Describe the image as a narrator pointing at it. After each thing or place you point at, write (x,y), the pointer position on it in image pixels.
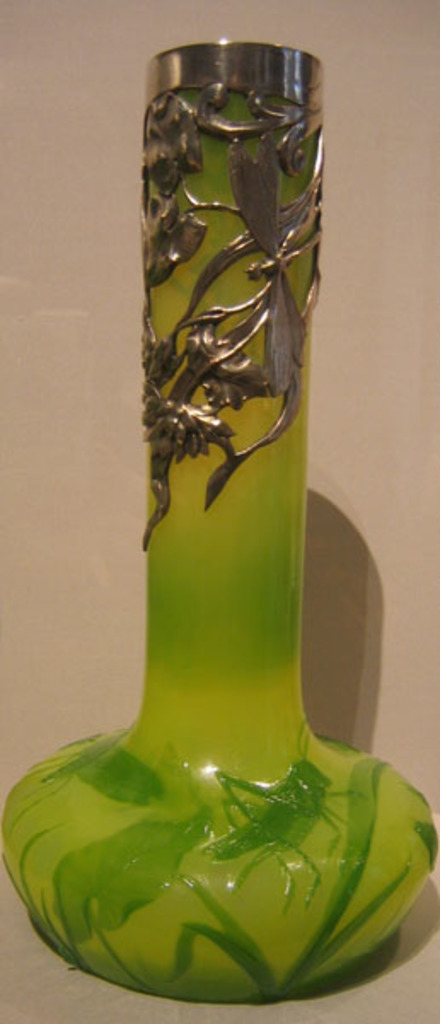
In this picture we can see a glass bottle (300,839) on a platform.
